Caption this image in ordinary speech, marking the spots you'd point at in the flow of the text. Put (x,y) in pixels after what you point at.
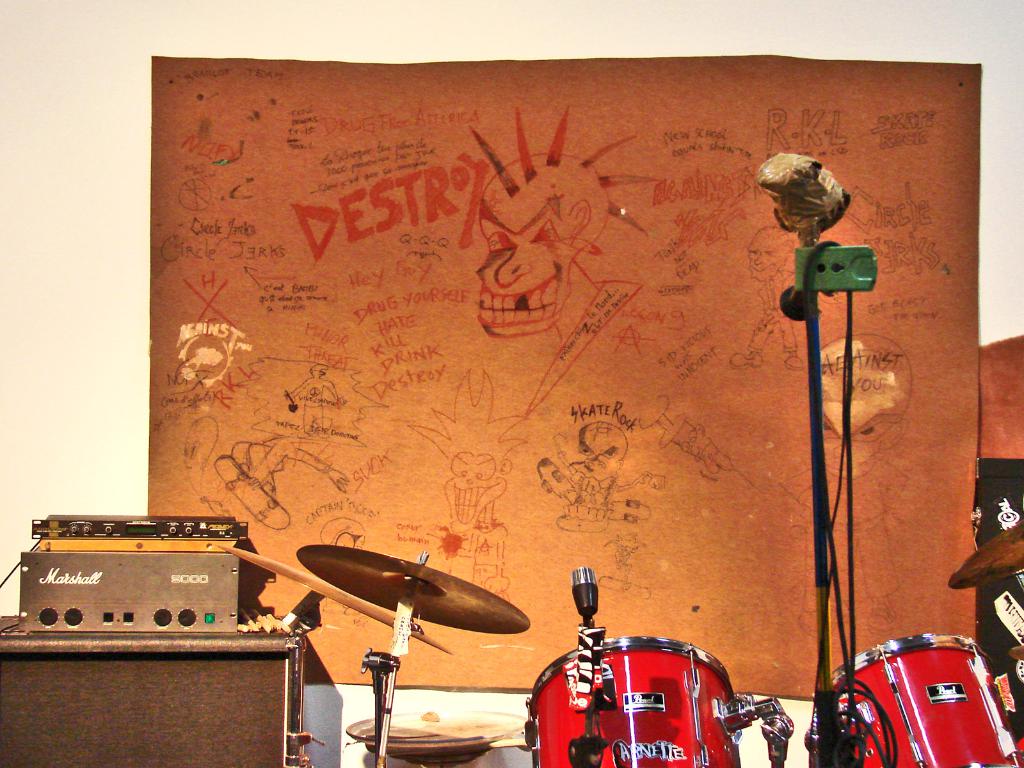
There are few musical instruments (625,710) and there is an orange color object (456,367) attached to a wall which has some thing (521,207) written and drawn on it.
